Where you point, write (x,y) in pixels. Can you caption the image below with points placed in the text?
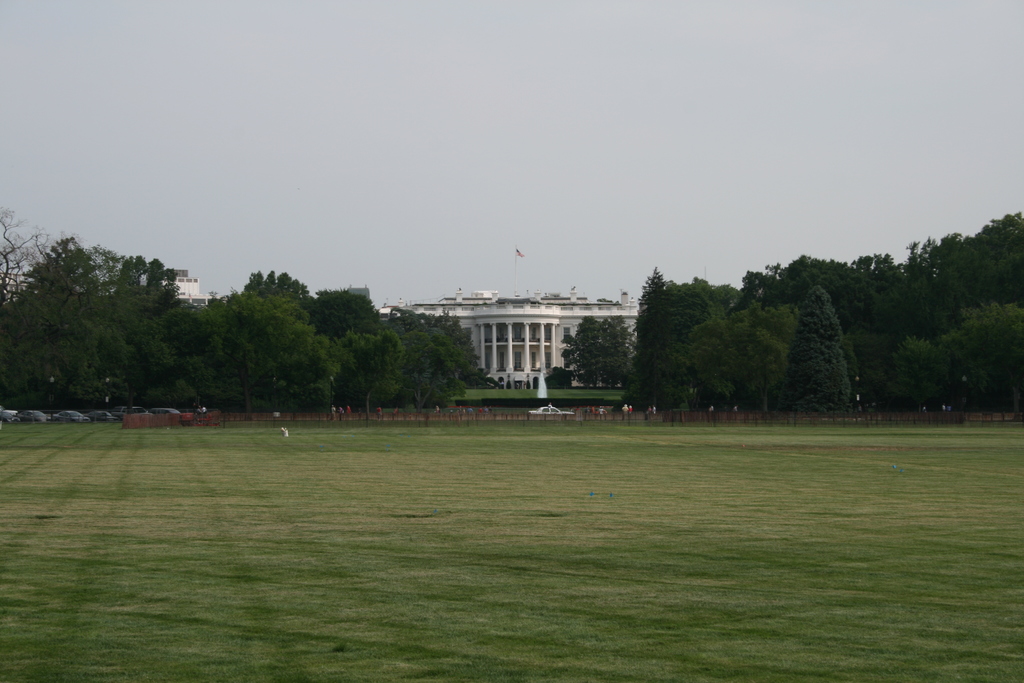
At the bottom (398,601) we can see grass (410,544) on the ground (459,530). In the background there are vehicles (67,419), poles (52,412), few persons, trees (418,355), buildings (567,322), flag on a building (451,307) and sky (454,195).
